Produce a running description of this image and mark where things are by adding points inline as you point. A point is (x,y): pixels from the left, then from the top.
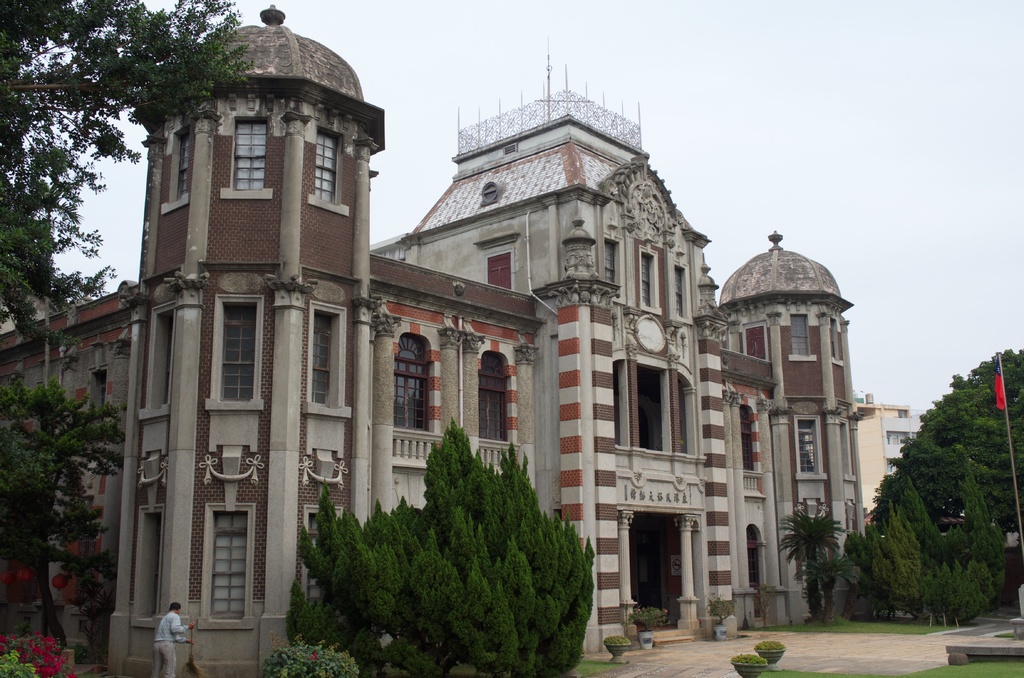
In this image there is a building (575,377) in the middle (650,309). In front of the building (655,585) there are plant pots (763,658) on the floor (832,665). There are trees (26,419) on either side of the building (620,392). On the left side (23,661) bottom there are flower plants (41,665). At the top (788,117) there is the sky (1003,135).
